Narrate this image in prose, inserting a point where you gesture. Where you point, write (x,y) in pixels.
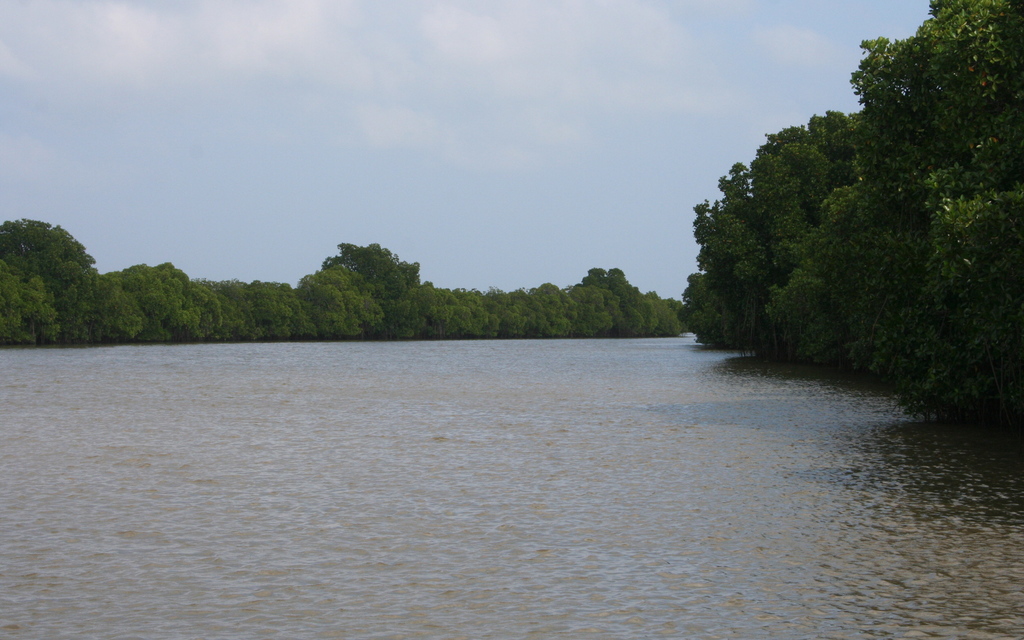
In the picture I can see water (444,461) and there are trees (439,300) on either sides of it.
